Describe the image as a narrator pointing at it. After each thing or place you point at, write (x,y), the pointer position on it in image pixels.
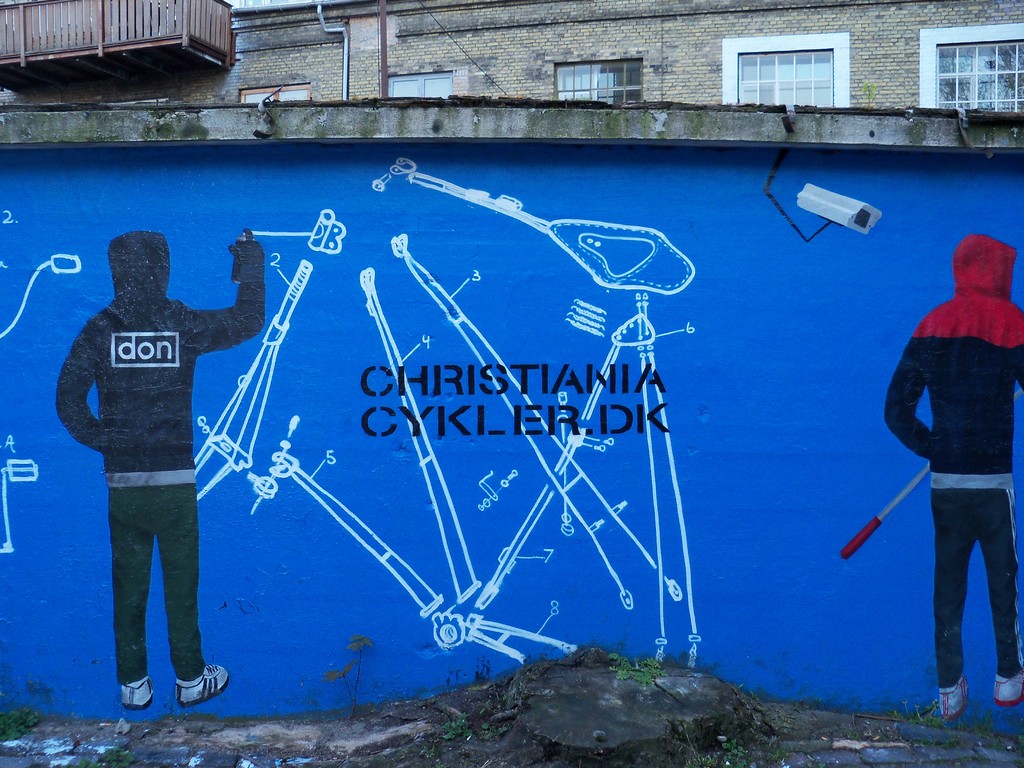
In this picture we can see the painting (150,422) of two persons (966,386), a CCTV camera (812,199), words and some objects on the wall (321,434). Behind the wall (300,176) there is a building (359,41) with a pipe (326,26), windows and a balcony (108,7).
